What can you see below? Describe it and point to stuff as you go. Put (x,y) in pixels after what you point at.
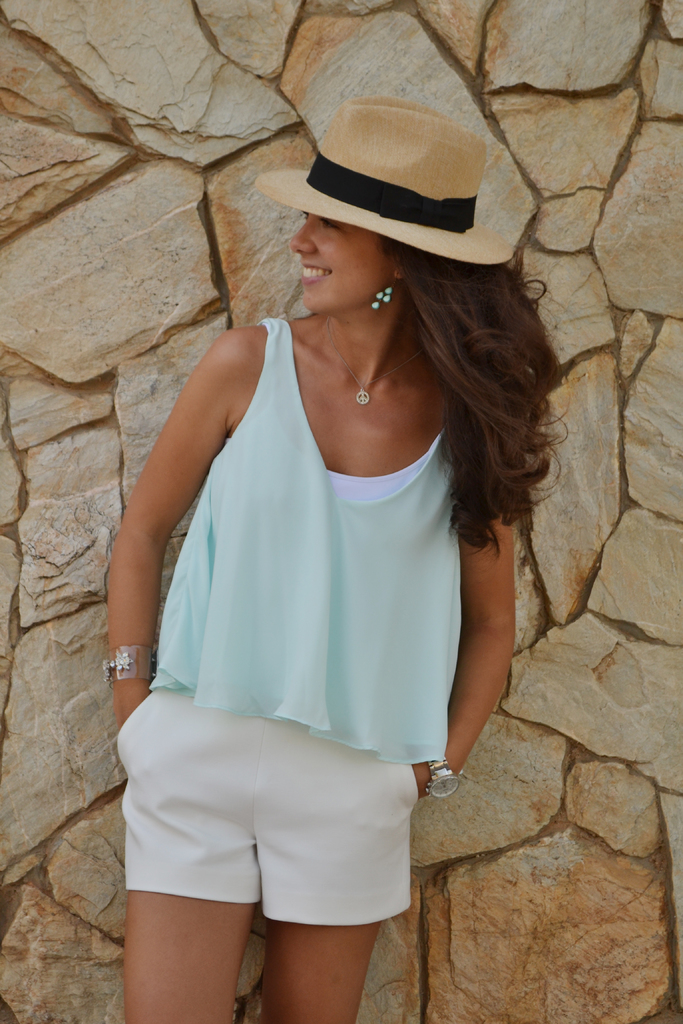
This image is taken outdoors. In the background (89,275) there is a wall (499,115). In the middle of the image (340,548) a woman (259,728) is standing and she is with a smiling face (344,258).
